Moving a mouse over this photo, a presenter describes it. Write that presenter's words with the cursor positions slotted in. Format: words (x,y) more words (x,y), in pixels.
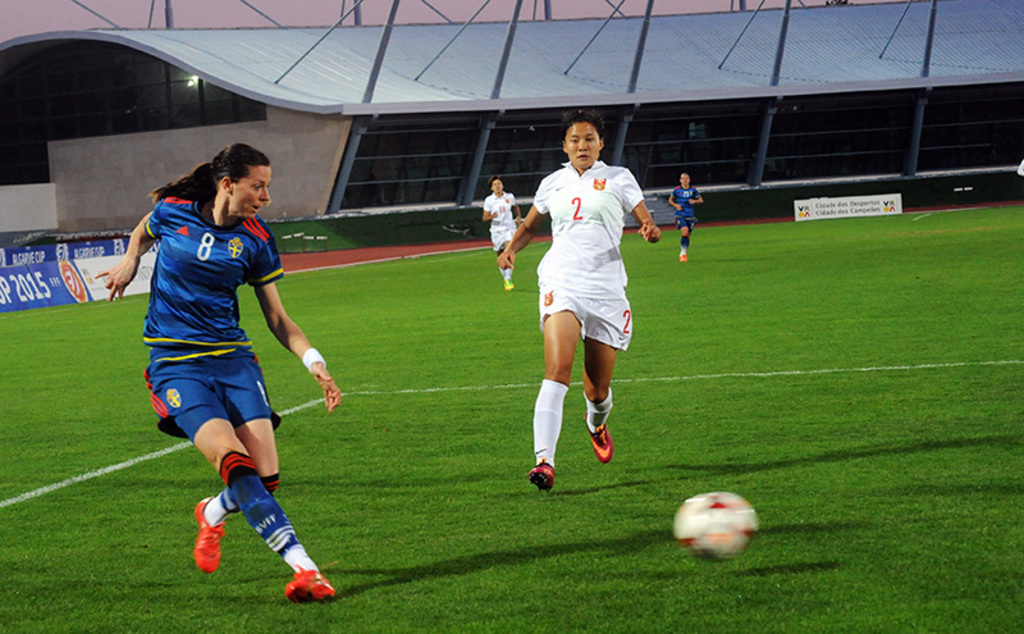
In this picture we can see people (599,427) on the ground (432,467), here we can see a ball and in the background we can see advertisement boards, shed (278,137) and some objects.
